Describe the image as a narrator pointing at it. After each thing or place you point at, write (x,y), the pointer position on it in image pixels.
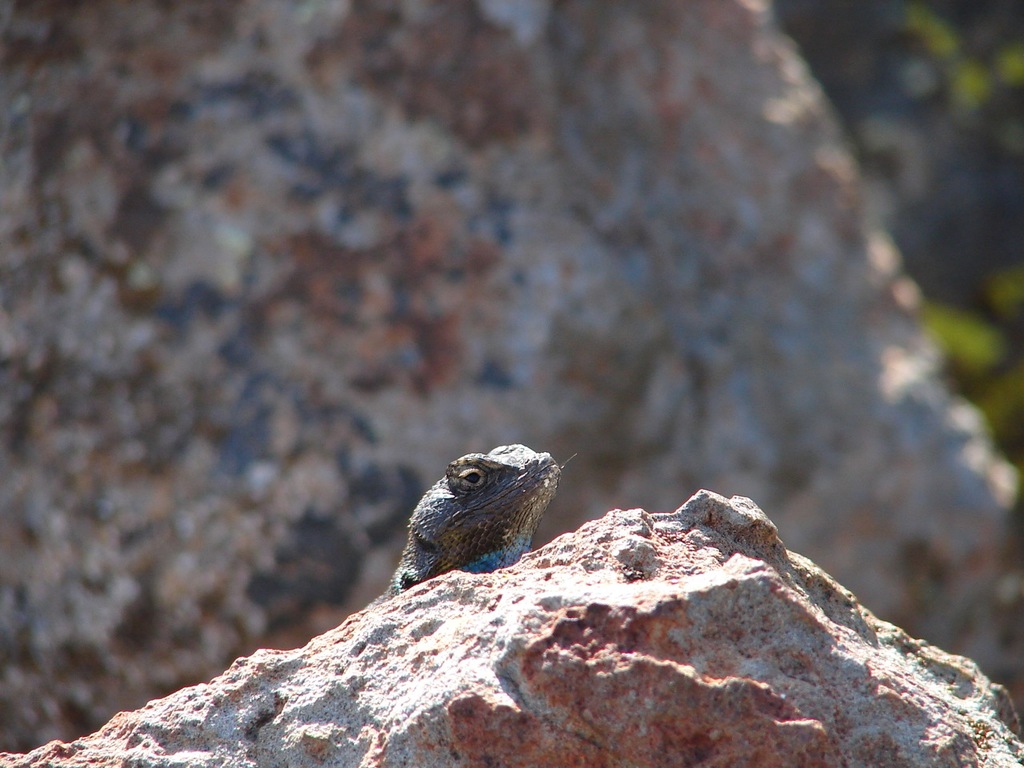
In this image there is a reptile (405,581) on a rock (684,615). Behind it there is another rock (620,288). To the right (991,369) there are leaves (986,344) of a plant (952,338).
